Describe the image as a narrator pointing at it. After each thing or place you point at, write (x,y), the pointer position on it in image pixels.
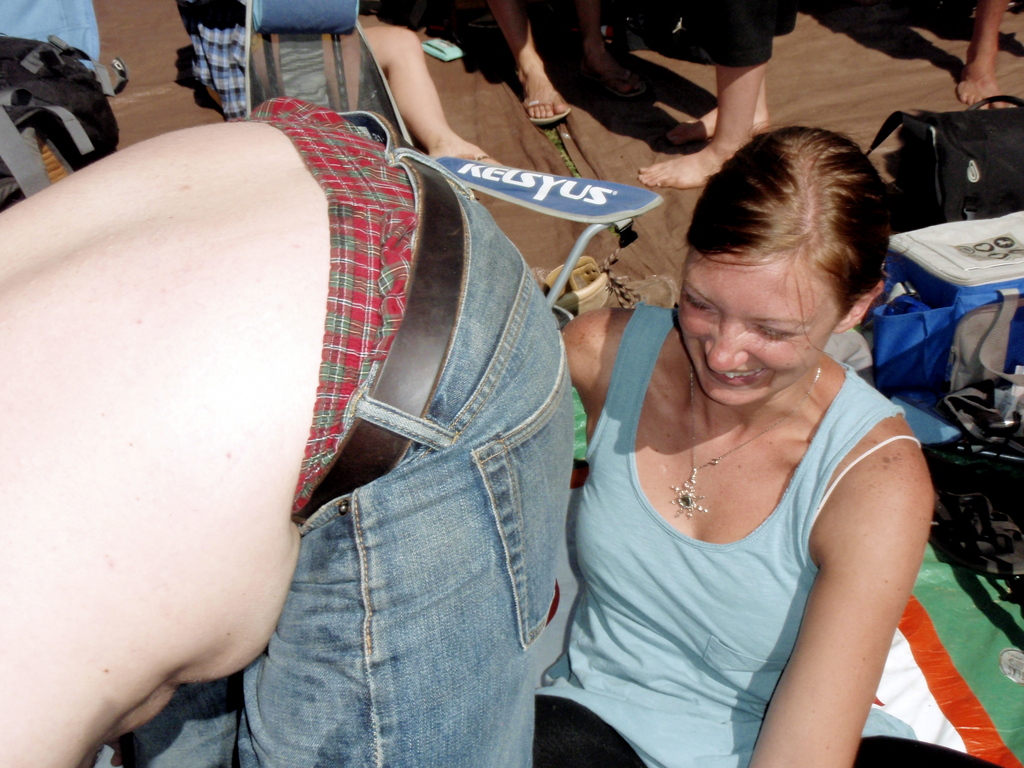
In this image I can see few people (415,417) and these people (474,373) are wearing the different color dresses (437,462). To the side of these people (796,469) I can see many bags (967,382) on the brown color surface (852,115).
